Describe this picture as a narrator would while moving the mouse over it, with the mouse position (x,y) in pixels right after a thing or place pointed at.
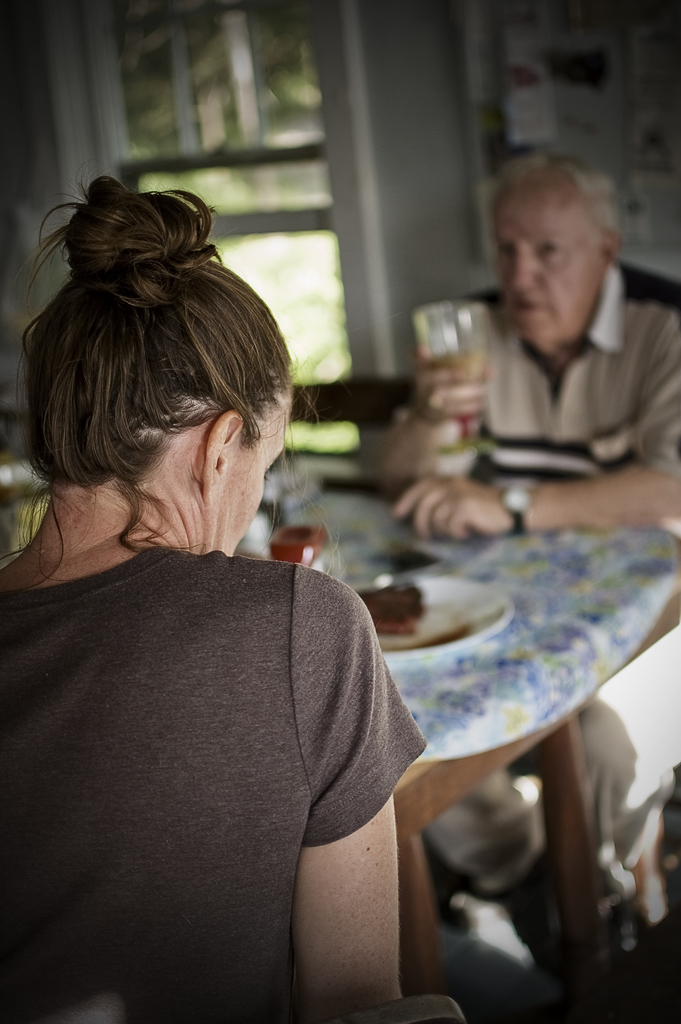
There are two persons (598,399) in the image. An old man (529,303) and a woman (256,641). They are sitting in front of a table (580,641). On the table (497,663) there is a table mat (511,702), a plate (456,586) with food (394,600). The old man (435,518) is wearing a t shirt (542,398). He is holding a glass (457,330). He is wearing watch (518,521) on his hand (494,503). The woman (355,635) is sitting in front of the old man (469,482). There is a window (286,222) in the room (388,24). We can see tree (225,125) through the window (214,44). The woman (162,759) is wearing a brown t shirt (101,874).
